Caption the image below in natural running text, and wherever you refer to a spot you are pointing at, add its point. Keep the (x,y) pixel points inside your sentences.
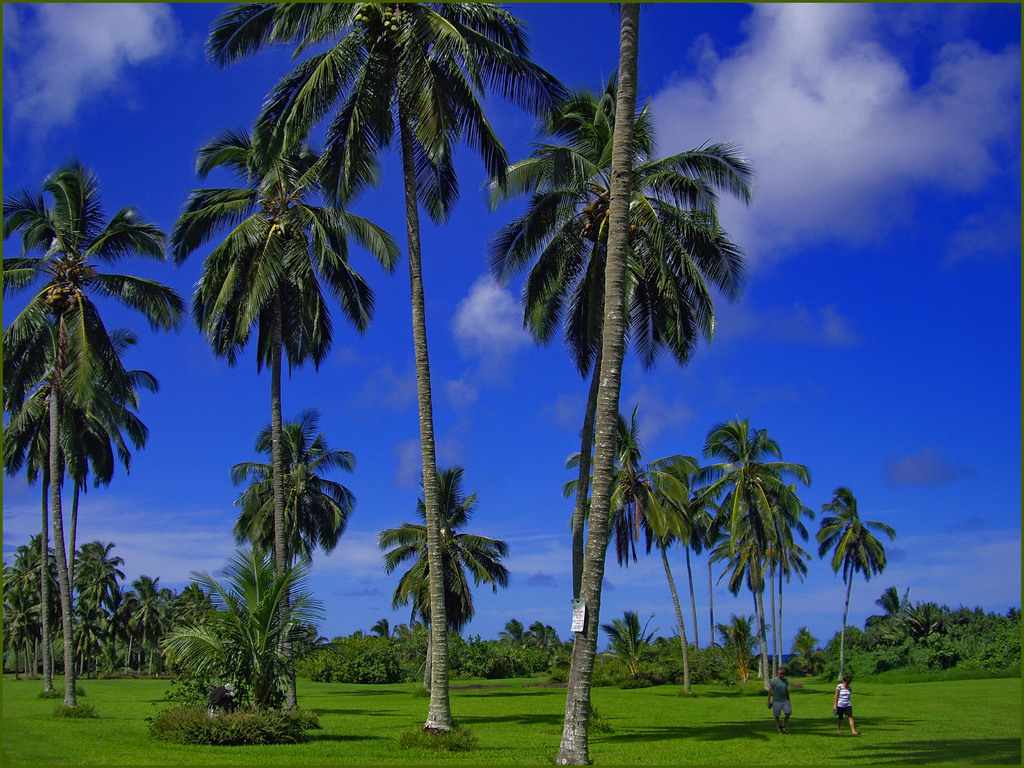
In this image, we can see trees (8,626), plants (531,673), grass (532,737) and board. Background (530,537) there is the sky (225,461). On the right side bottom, we can see two persons (782,708) are walking on the grass (822,732).
